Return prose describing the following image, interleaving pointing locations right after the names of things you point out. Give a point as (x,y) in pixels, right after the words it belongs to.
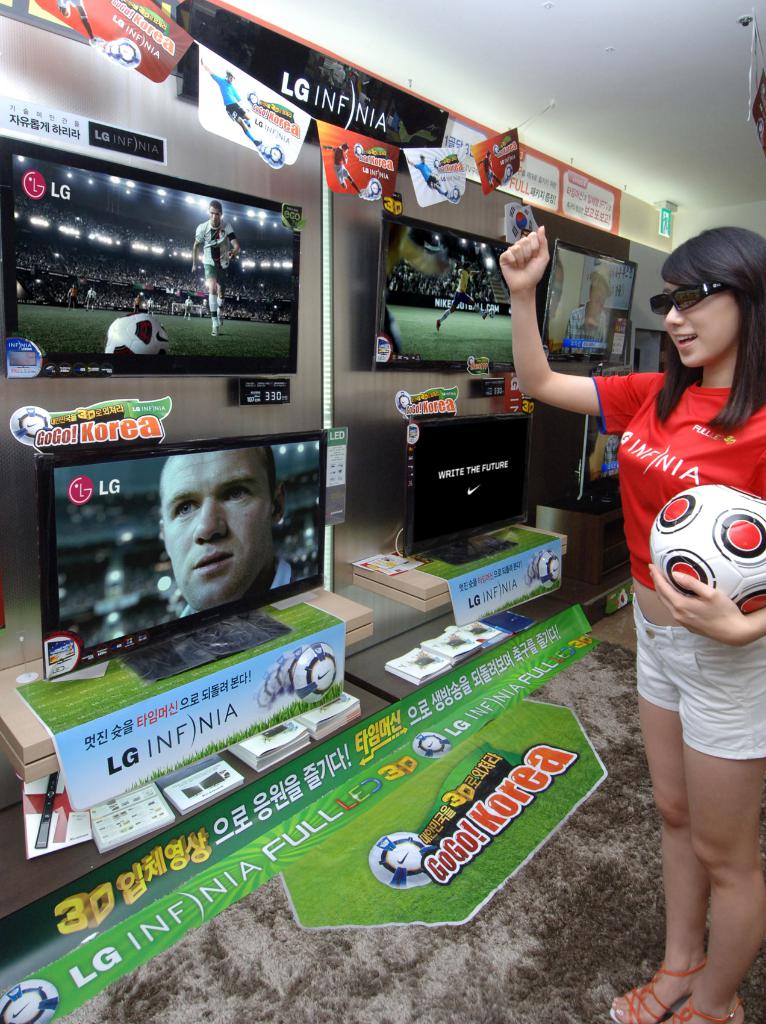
In this image, In the right side (665,624) there is a woman (696,580) standing and holding a football (724,577), In the left side (73,608) there are some televisions (85,475) which are in black color, In the top (609,107) there is a white color roof (602,94).
